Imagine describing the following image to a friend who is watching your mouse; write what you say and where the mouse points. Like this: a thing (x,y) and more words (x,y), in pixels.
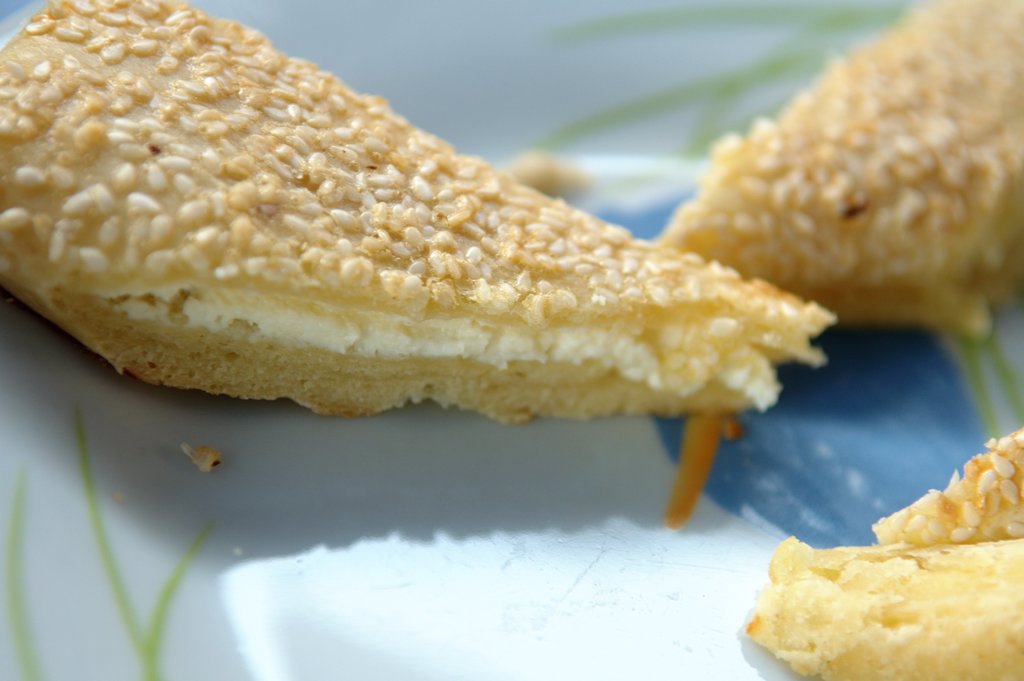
In this picture there are toasts (861,302) on the right (857,617) and left side of the image (149,234).
